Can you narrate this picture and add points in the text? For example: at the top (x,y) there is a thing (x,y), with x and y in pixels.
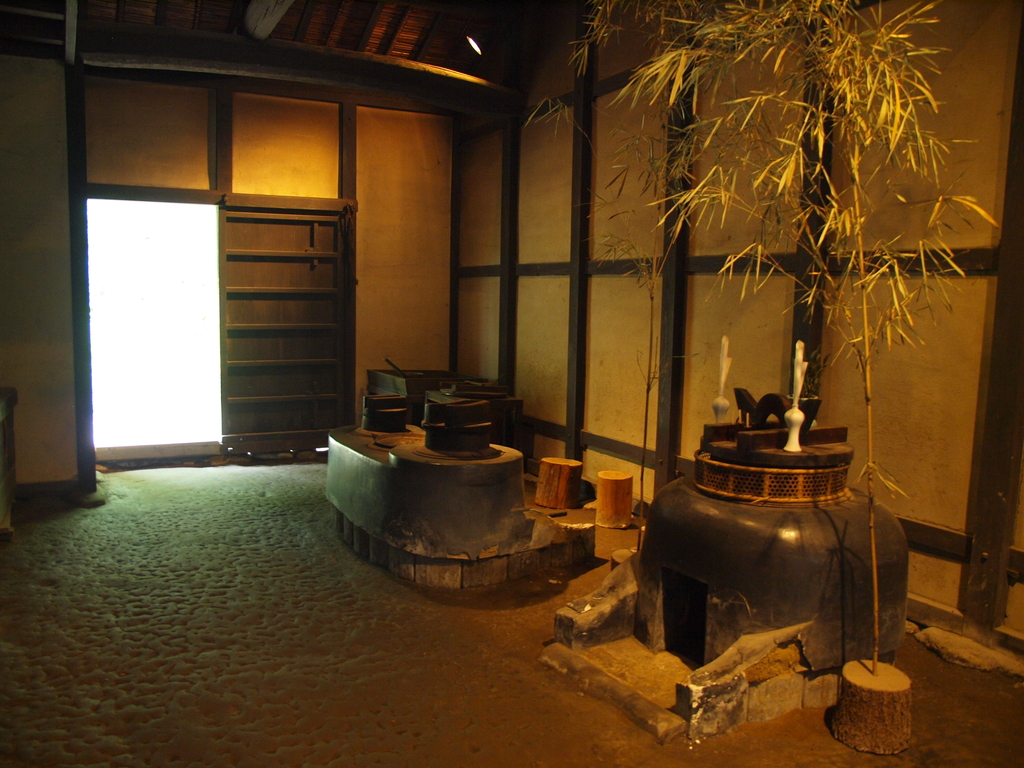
In this picture I can see a fireplace (610,658), houseplants (839,57), door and some other objects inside a building (972,108).
